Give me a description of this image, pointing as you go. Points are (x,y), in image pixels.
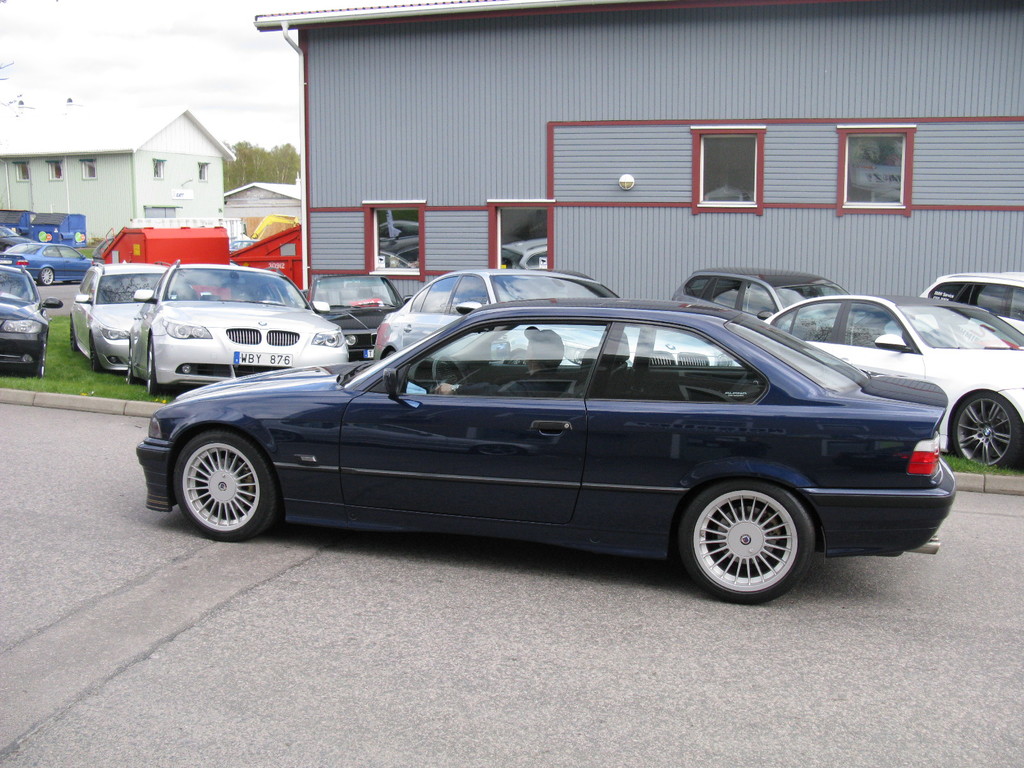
This picture is clicked outside. In the center (446,365) there is a blue color car (530,491) seems to be parked on the road (782,637) and we can see there are many number of cars (350,321) parked on the ground (59,382) and we can see the green grass (58,350) and some houses (525,244) and some other objects (196,236). In the background (255,153) there is a sky (272,93) and the trees (292,163).
